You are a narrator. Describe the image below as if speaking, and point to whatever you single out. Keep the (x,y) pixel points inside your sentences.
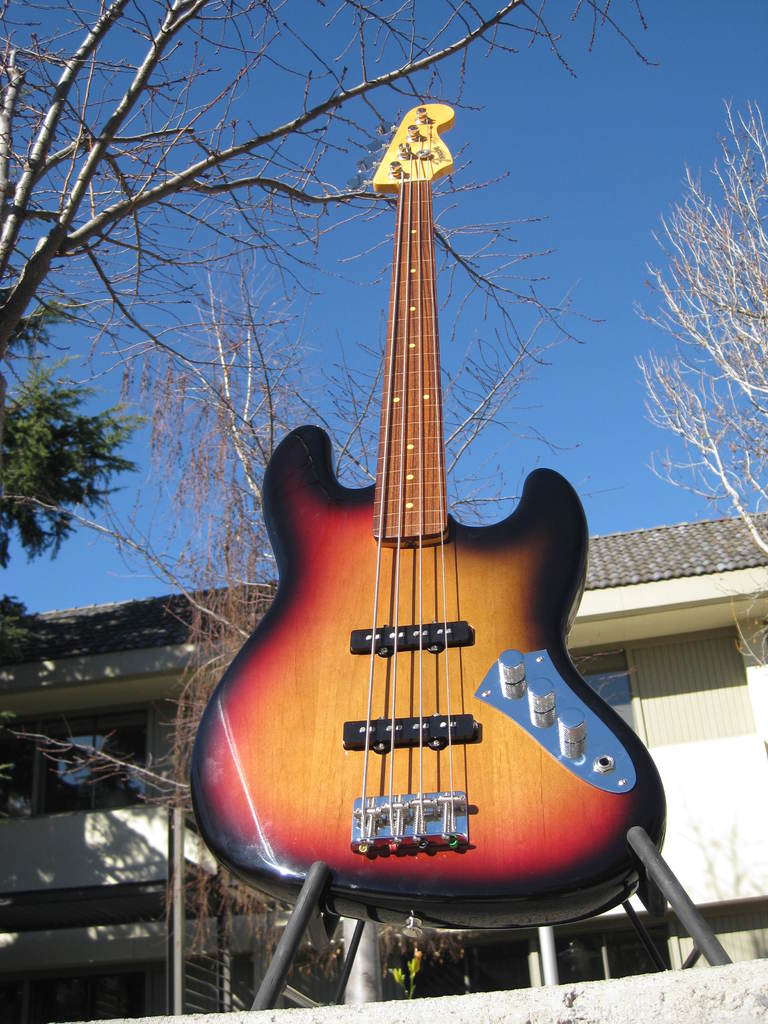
In the image in the center (434,382) we can see the guitar (550,658). Coming to the background (512,222) we can see clear sky (551,182) and trees (146,338) and building (84,912).
